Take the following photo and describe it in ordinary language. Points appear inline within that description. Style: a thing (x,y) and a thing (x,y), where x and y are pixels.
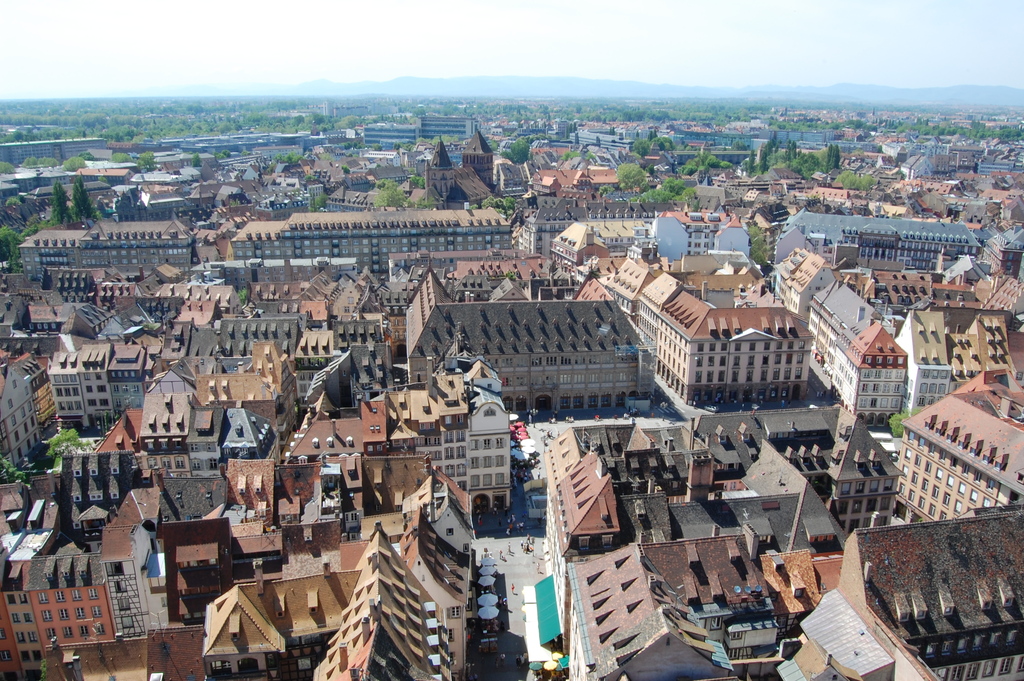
In this picture, we see the buildings (202,476), umbrella tents (495,598) and the roads (516,642). In the middle (549,428), we see the people (508,547) are walking on the road (522,561). There are trees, buildings (476,155) and hills (826,91) in the background (598,178). At the top (462,71), we see the sky (451,70).
